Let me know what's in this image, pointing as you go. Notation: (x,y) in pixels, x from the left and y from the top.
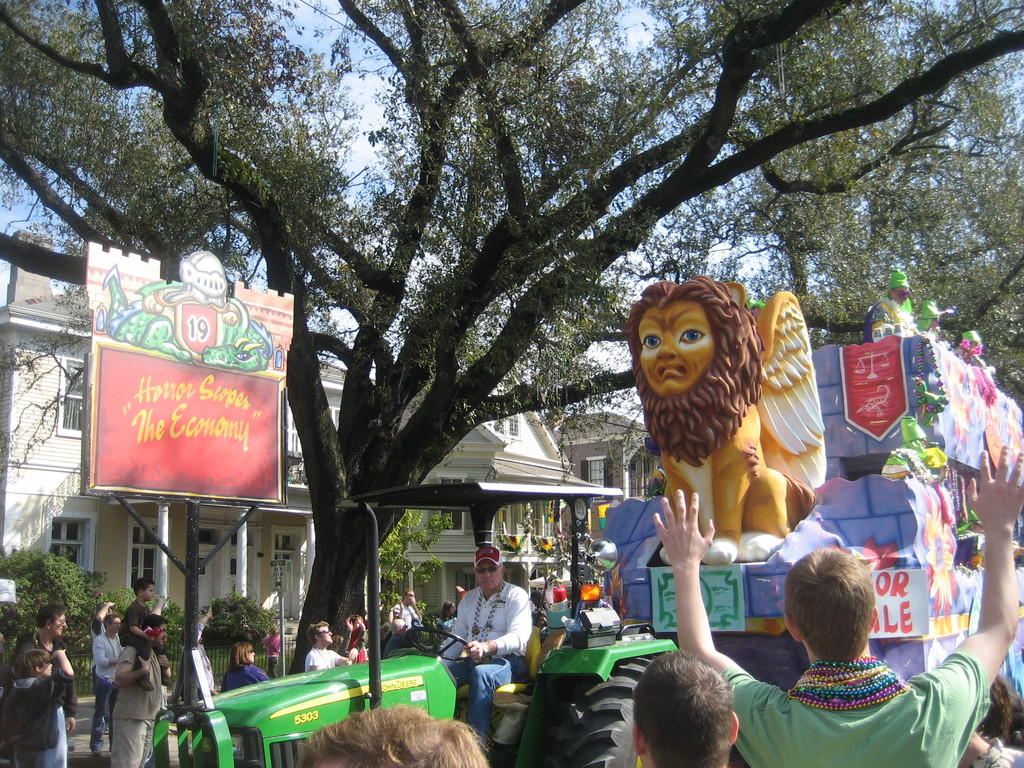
In the picture we can see a tractor (223,752) on the road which is green in color with a man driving it and behind it we can see a trolley (645,581) holding some carnival (864,389) and beside the tractor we can see some people (878,717) are standing and raising their hands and on the opposite side we can see some people (35,742) are standing under the tree (42,78) and behind them we can see a house building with windows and behind it we can see the sky (349,121) with clouds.
